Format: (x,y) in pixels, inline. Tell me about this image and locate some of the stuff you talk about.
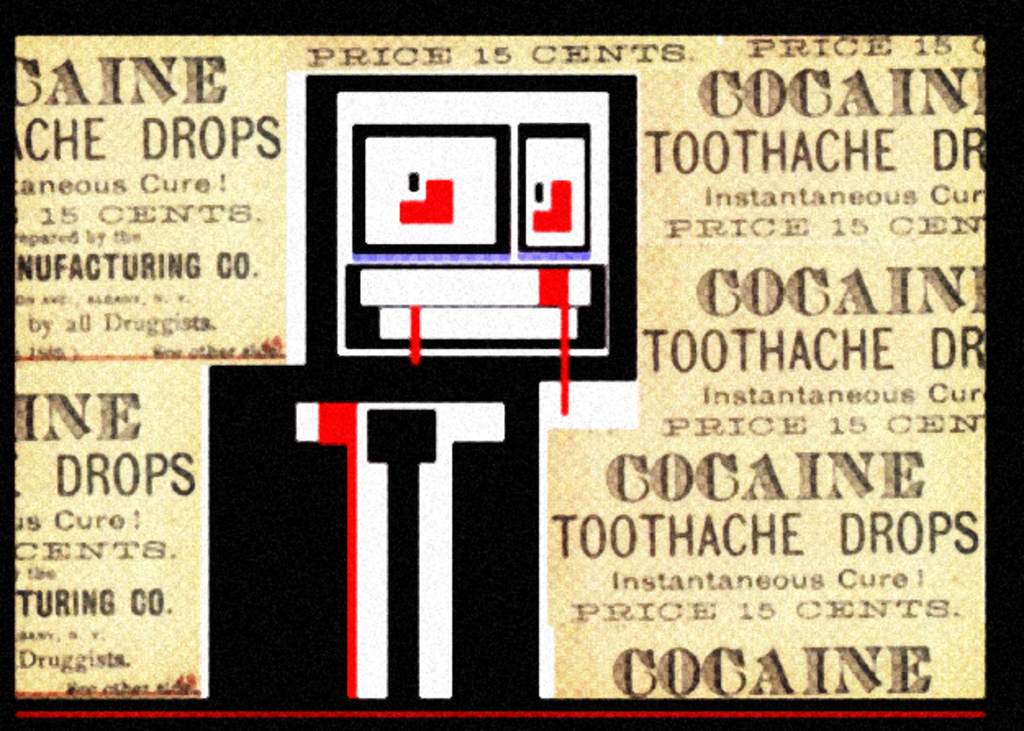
In the image I can see something written in black color on the image. In the middle of the image (345,411) I can see some designs (345,408).
